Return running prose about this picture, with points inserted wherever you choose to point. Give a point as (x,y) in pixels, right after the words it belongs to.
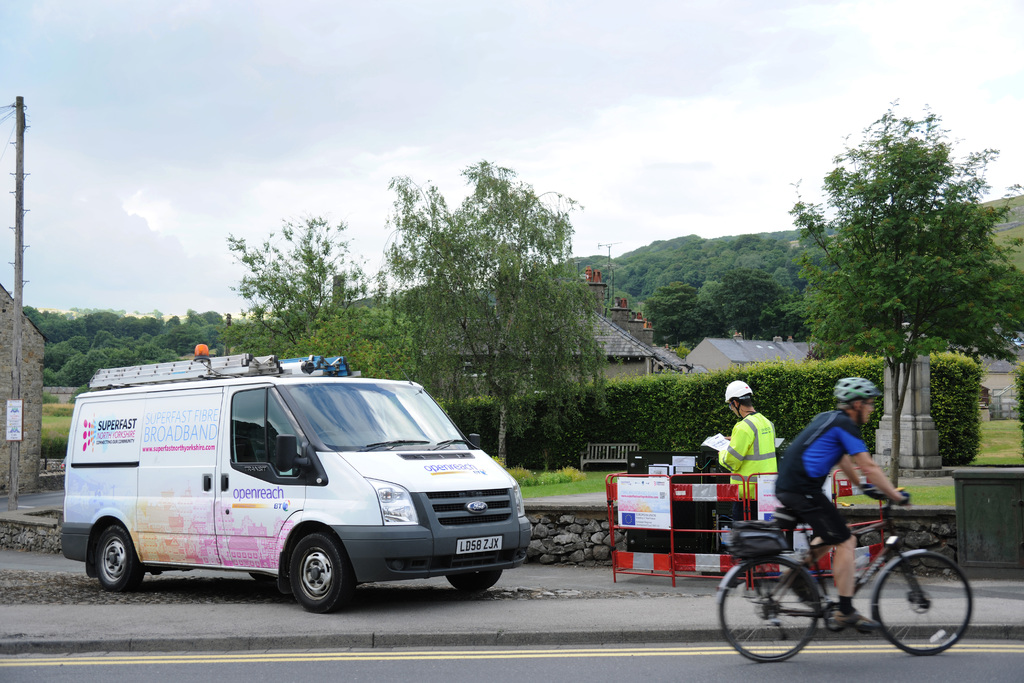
In this image there is a road (583,667) on which there is a person (841,576) who is cycling. On the left side (224,505) there is a van (276,443). Beside the van (285,491) there is a person (729,447) who is wearing the green color jacket (748,428) and white color helmet (743,388). In the background (702,334) there are houses (714,366) and trees (489,307). At the top (560,82) there is the sky (560,82). On the left side (32,401) there is a house (28,413), Beside the house (32,347) there is a pole (13,382) to which there is a board (11,405).
